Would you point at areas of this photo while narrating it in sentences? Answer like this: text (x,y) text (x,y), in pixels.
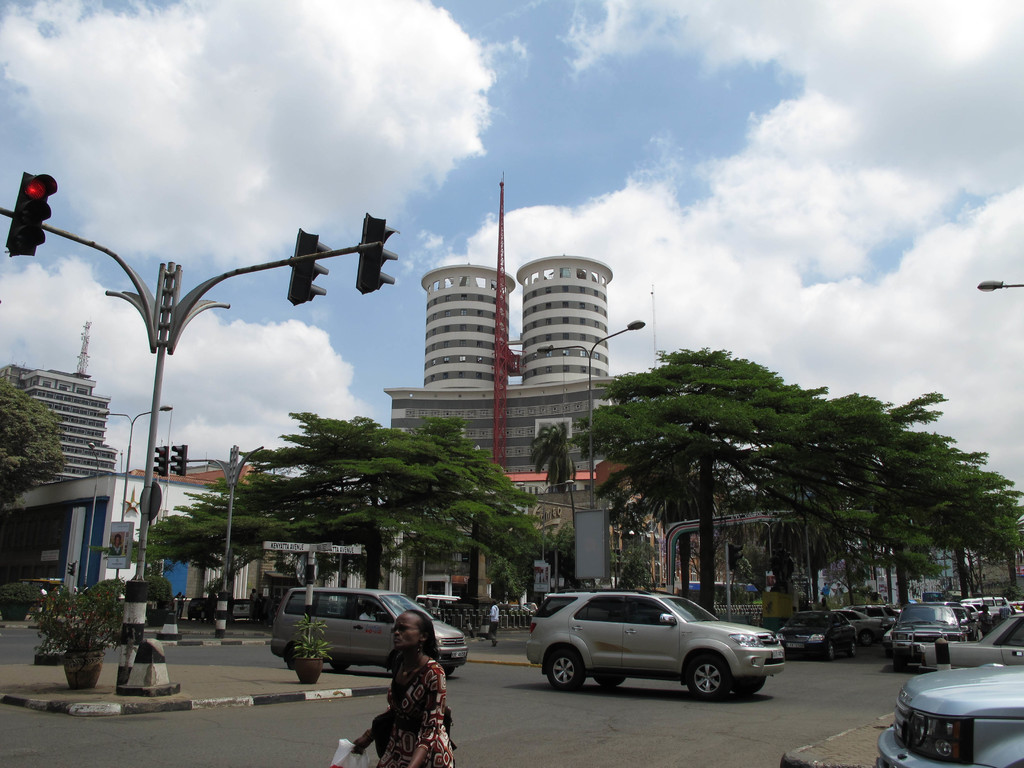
In this picture there are people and we can see vehicles (784,643) on the road (636,710), plants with pots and trees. We can see traffic signals (184,462), boards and lights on poles (133,608) and buildings (14,380). In the background of the image (630,223) we can see the sky (877,133).
